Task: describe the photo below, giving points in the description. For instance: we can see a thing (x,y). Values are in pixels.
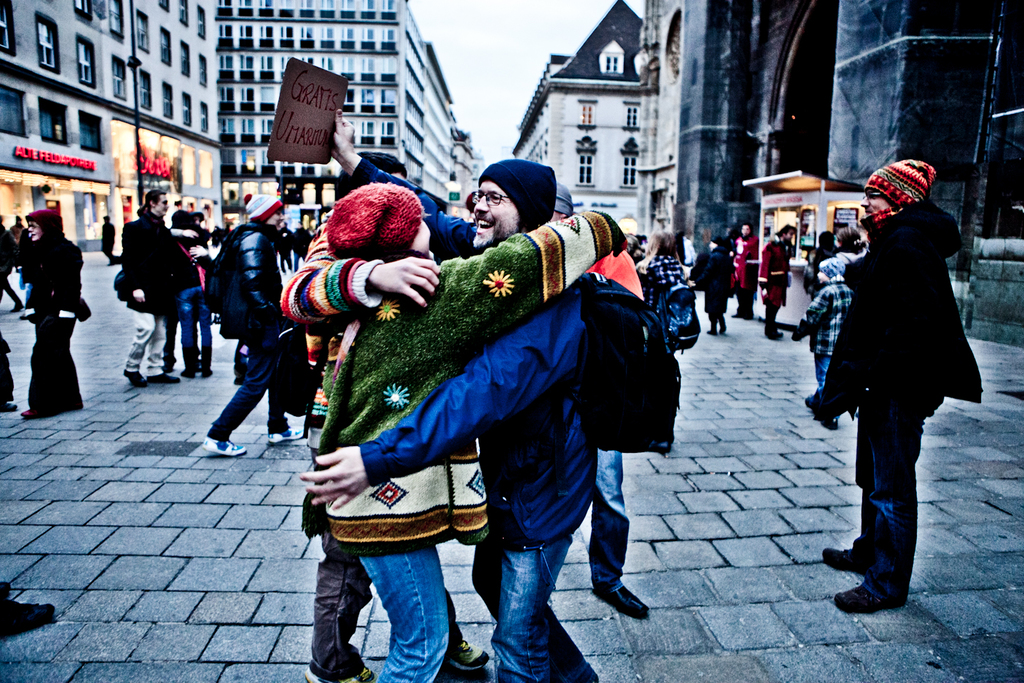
In this image there are a few people (205,319) standing and walking on the road (924,475). There are other people (349,427) hugging each other, one of them is holding a board (306,118) with some text (310,86) on it. In the background (543,120) there are buildings (31,76) and a sky (465,61).
